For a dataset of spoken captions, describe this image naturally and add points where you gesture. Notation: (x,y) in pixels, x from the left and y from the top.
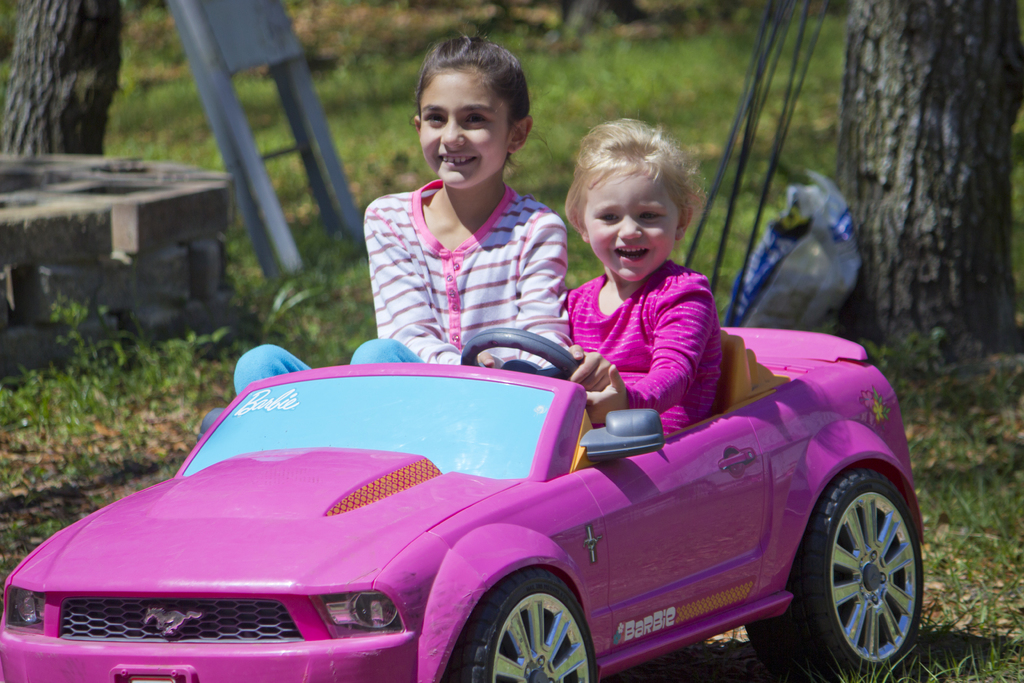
As we can see in the image there is a grass (367,65), toy car (563,492) and two people (600,362) sitting in this car (612,430).
